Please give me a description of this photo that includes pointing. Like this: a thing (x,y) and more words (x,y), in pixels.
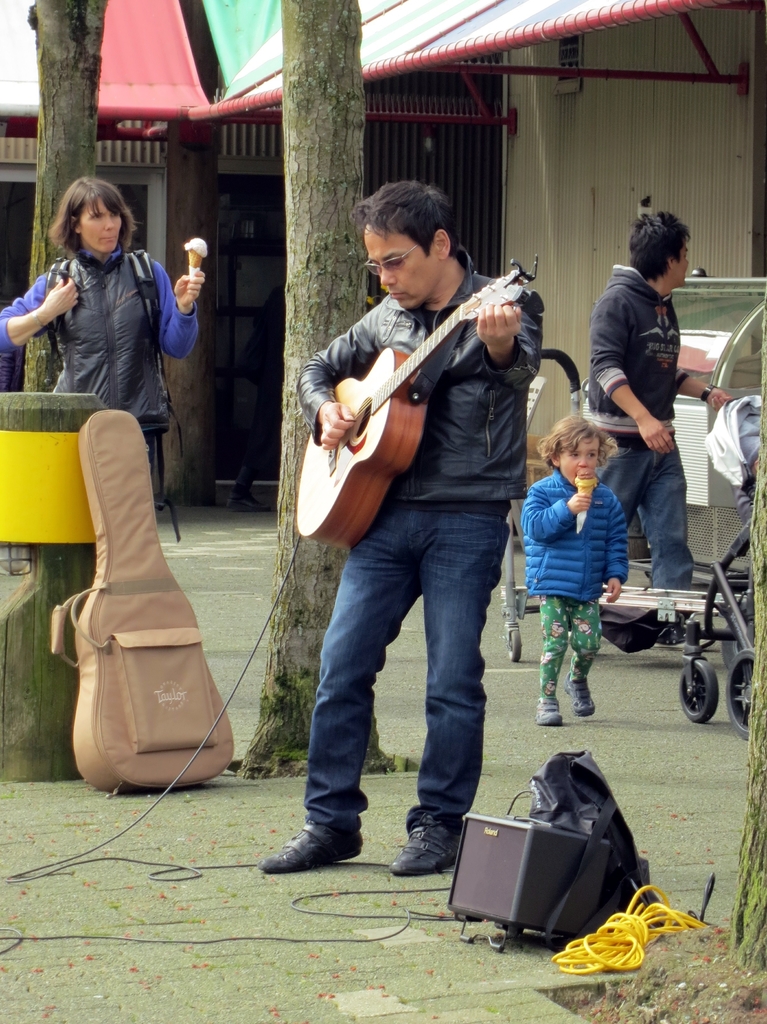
In this image, there are some persons (366,554) standing and wearing colorful clothes (144,394). This person (431,445) is playing a guitar (400,382). There is a guitar (107,629) on the ground (84,842). This person (126,307) is holding an ice cream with her hands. This kid (605,538) is eating ice cream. There is a trunk (75,99) behind this person (135,298).
